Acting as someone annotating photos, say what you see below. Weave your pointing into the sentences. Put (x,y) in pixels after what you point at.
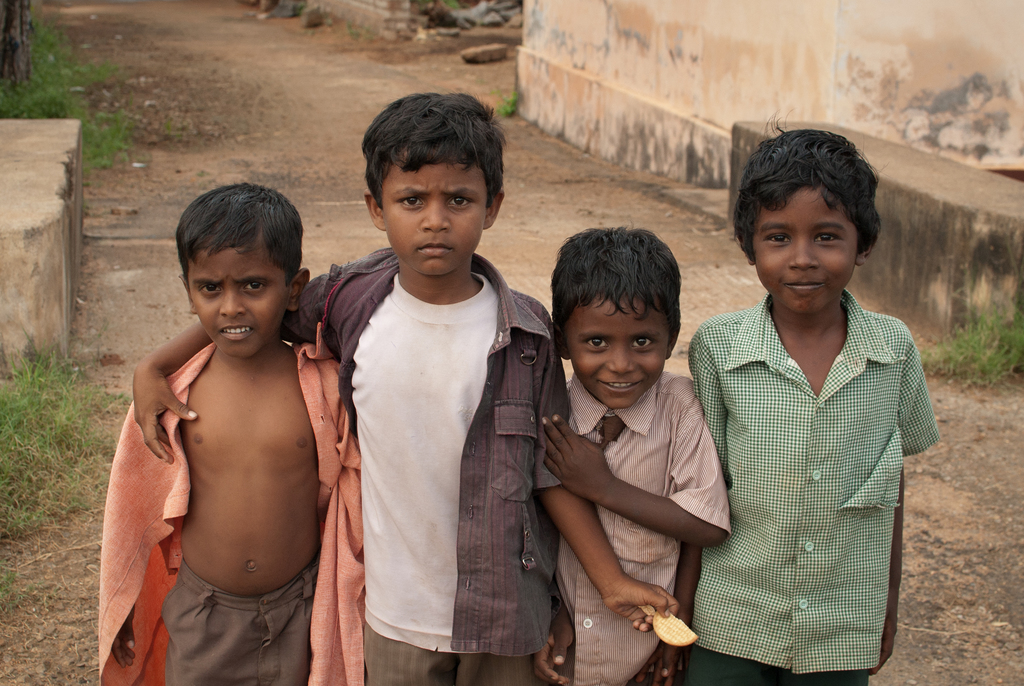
In this picture I can see four boys (393,324) standing, and in the background (625,90) there is grass (114,114) and a wall (54,317).
